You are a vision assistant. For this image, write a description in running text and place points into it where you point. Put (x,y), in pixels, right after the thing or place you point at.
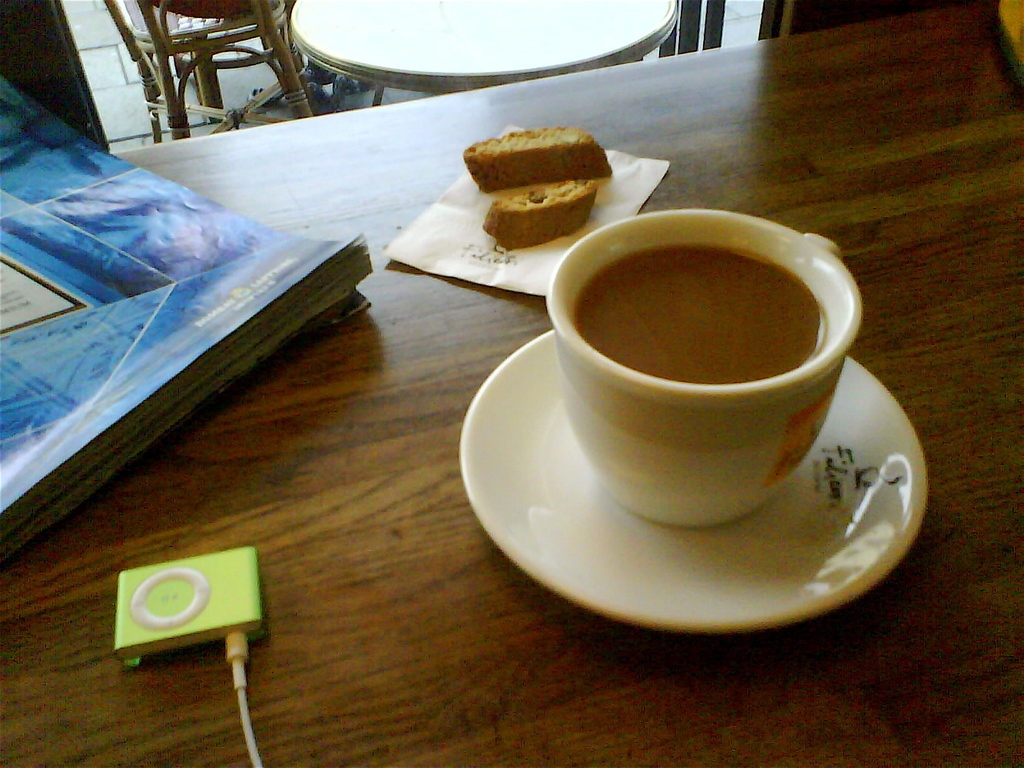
In the center (432,462) there is a table (381,647), on table (381,651) we can see coffee cup (734,432), saucer (526,449), bread (516,211), tissue paper (479,262), book (155,308) and ipod (187,607). In the background (345,24) there is a table (410,33) and chairs (197,79).
